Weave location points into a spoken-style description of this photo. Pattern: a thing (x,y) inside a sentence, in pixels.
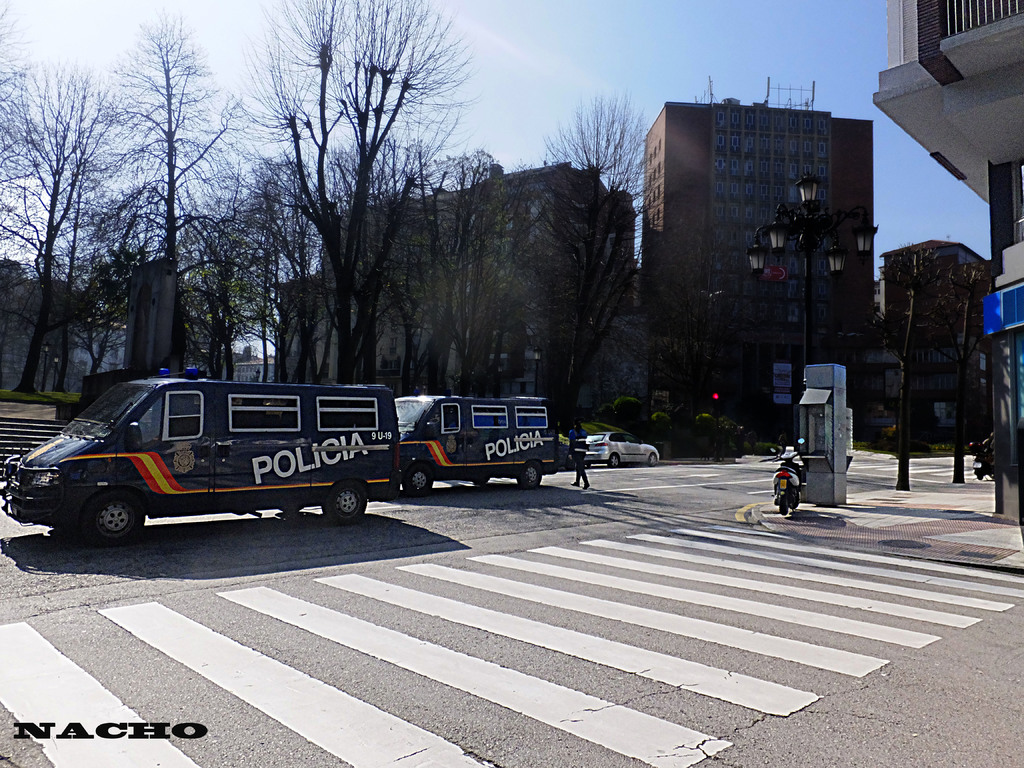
In this image we can see vehicles (623,447) and a person (582,461) on the road (666,674). In the background of the image (721,305), we can see trees (557,298), buildings (824,302) and stairs (28,430). At the top of the image (841,16), there is the sky (619,42). On the right side of the image (951,484), we can see pavement (917,526), building (988,308), bike (794,486) and one box like structure (825,439).
